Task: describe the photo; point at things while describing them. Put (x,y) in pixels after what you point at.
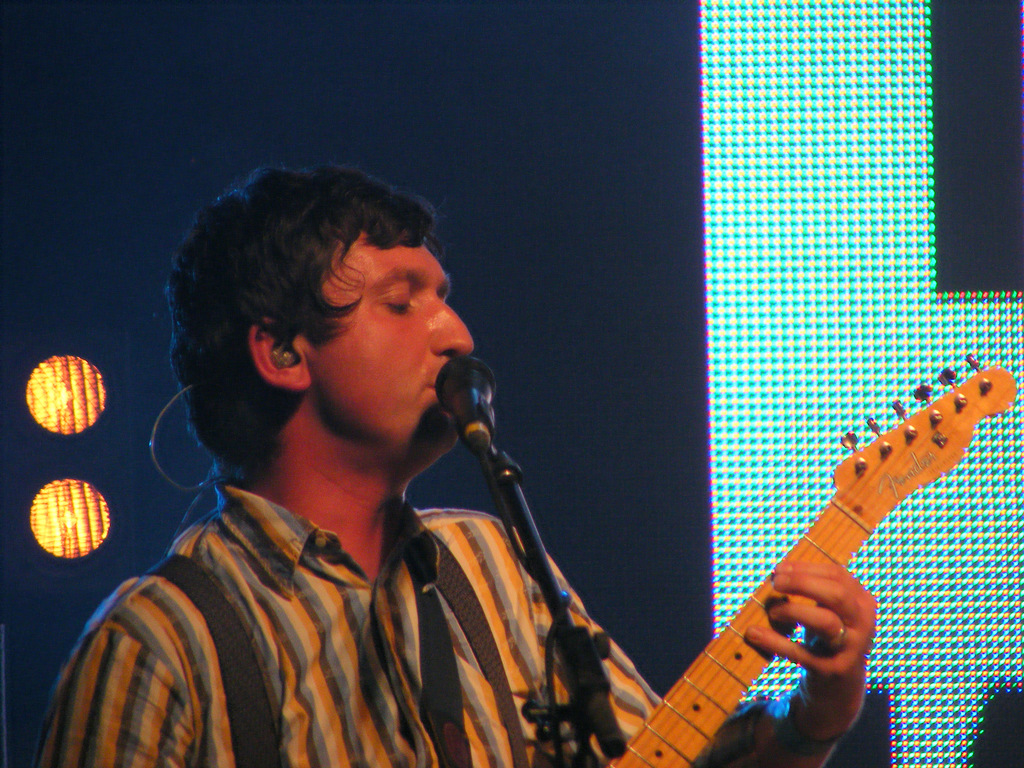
In this image we can see a man (481,679) holding a guitar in his hand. He is singing on a microphone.
